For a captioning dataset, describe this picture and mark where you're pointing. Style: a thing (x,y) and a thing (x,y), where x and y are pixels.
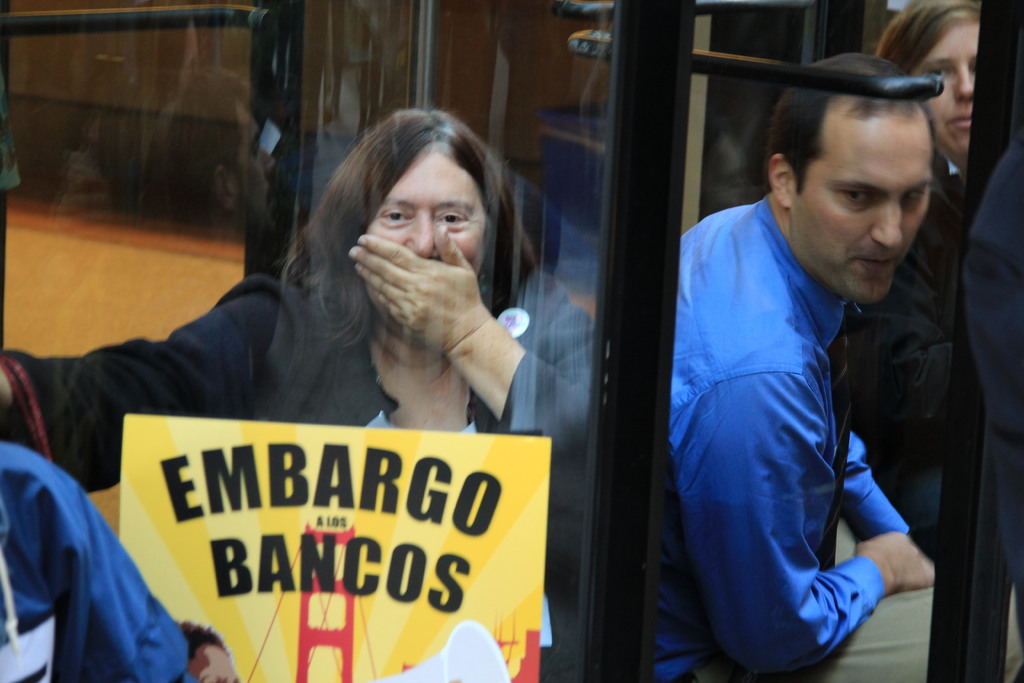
In this image in the center (504,406) there are persons (813,279) sitting and in the front (349,616) there is a board (355,605) with some text (354,572) written on it. In the background (208,118) there is a room (134,92) and there is glass (112,92) in the center (602,228).
